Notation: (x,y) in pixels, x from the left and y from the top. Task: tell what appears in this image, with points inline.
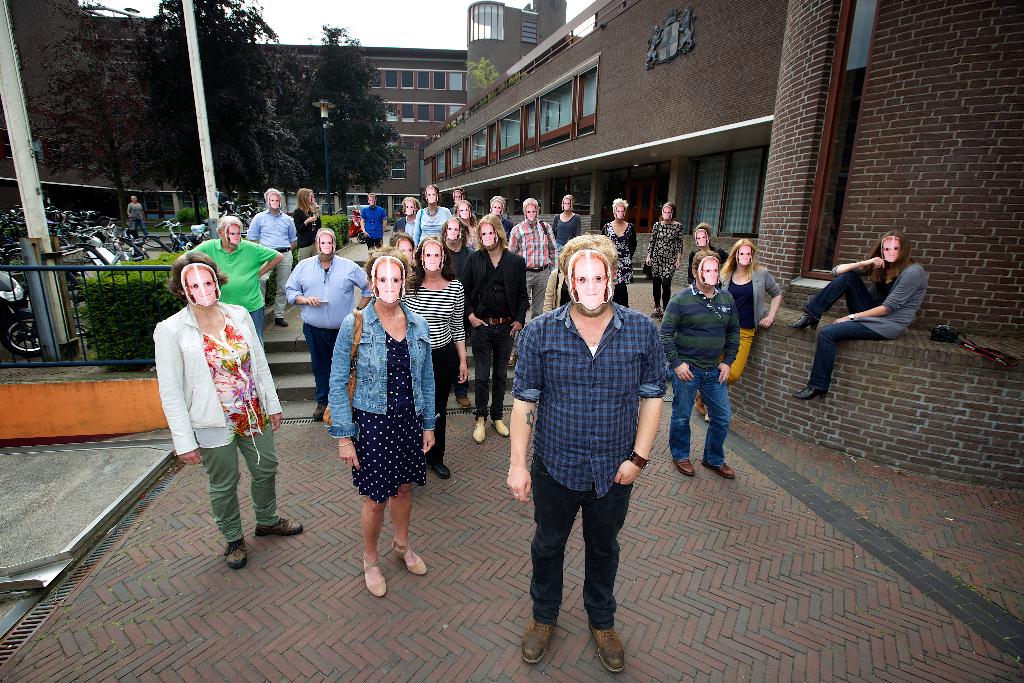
Group of people (543,261) standing and wore masks (579,265) and this person (883,291) sitting and we can see vehicles (197,230) and plants (124,319). Background (149,161) we can see trees (336,35), buildings (413,66) and sky (309,24).
